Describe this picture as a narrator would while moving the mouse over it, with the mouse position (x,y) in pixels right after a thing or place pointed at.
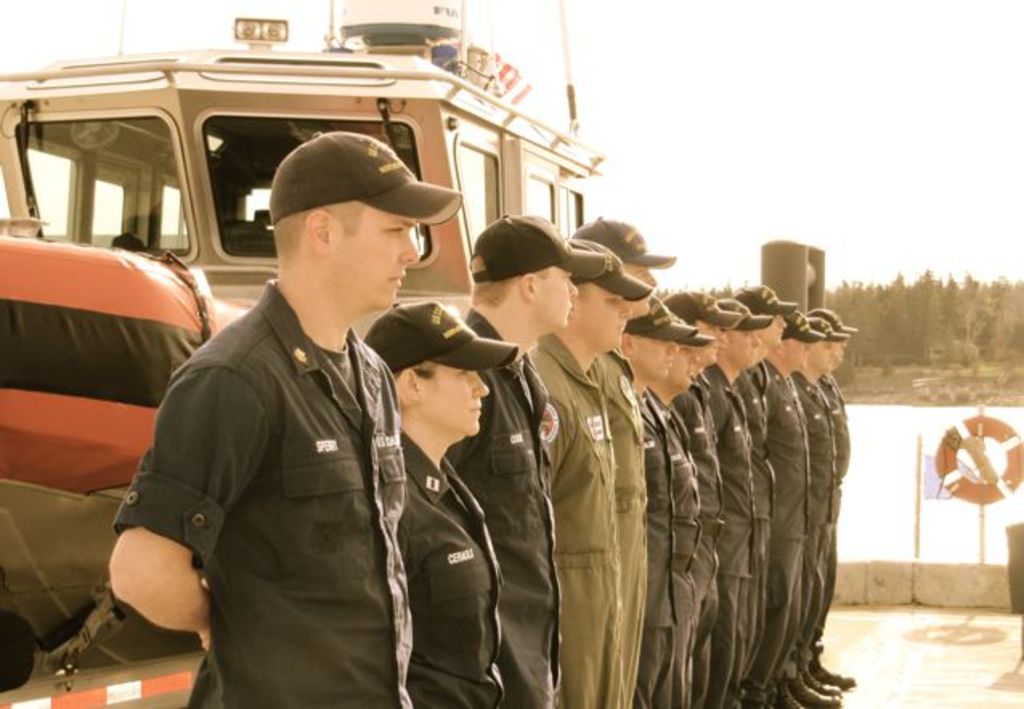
In this image there are a few people (568,561) standing. Behind them there is a boat (123,217). Beside them there is a safety tube (973,482) to a pole (979,506). In the background (961,323) there are trees (888,321) and water (876,461). At the top (784,64) there is the sky (805,117).
